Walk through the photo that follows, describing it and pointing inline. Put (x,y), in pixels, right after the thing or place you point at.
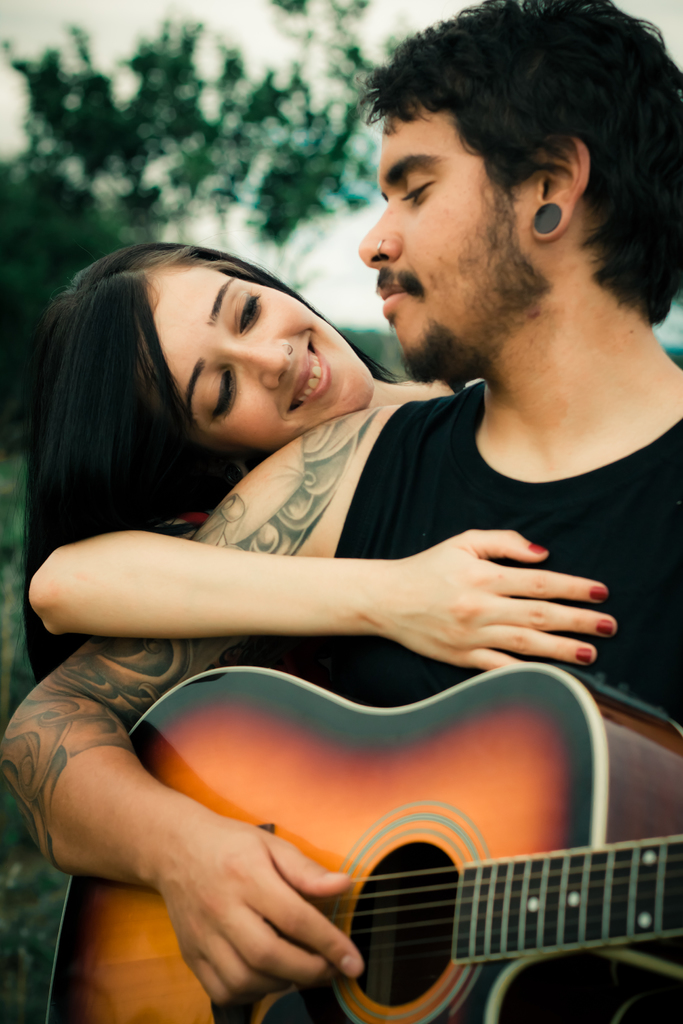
In this picture we can see man (340,518) holding guitar (374,768) in his hand (208,881) and looking at woman (145,388) where she is holding him and in background (235,176) we can see trees (164,184).
